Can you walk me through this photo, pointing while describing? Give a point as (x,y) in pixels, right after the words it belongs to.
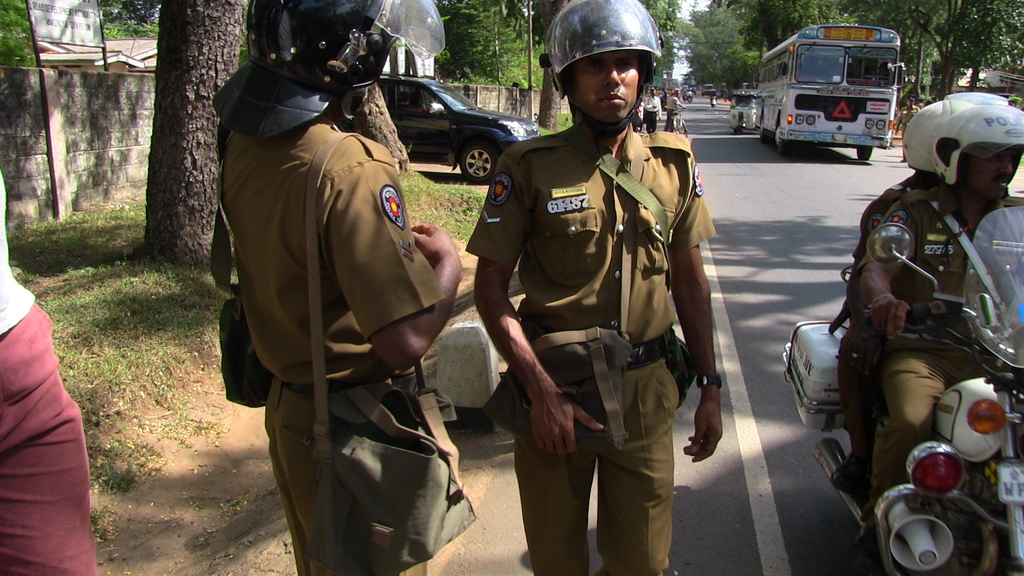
In this picture we can see two men (432,241) wore helmet (353,56), uniform (506,224) carrying bag (325,444) and standing on road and beside to them two men (938,108) riding bike (964,423) and at back of them we can see car (464,105), bus (769,101), auto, some more people (660,106) holding bicycle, trees (695,33), wall (494,94).
